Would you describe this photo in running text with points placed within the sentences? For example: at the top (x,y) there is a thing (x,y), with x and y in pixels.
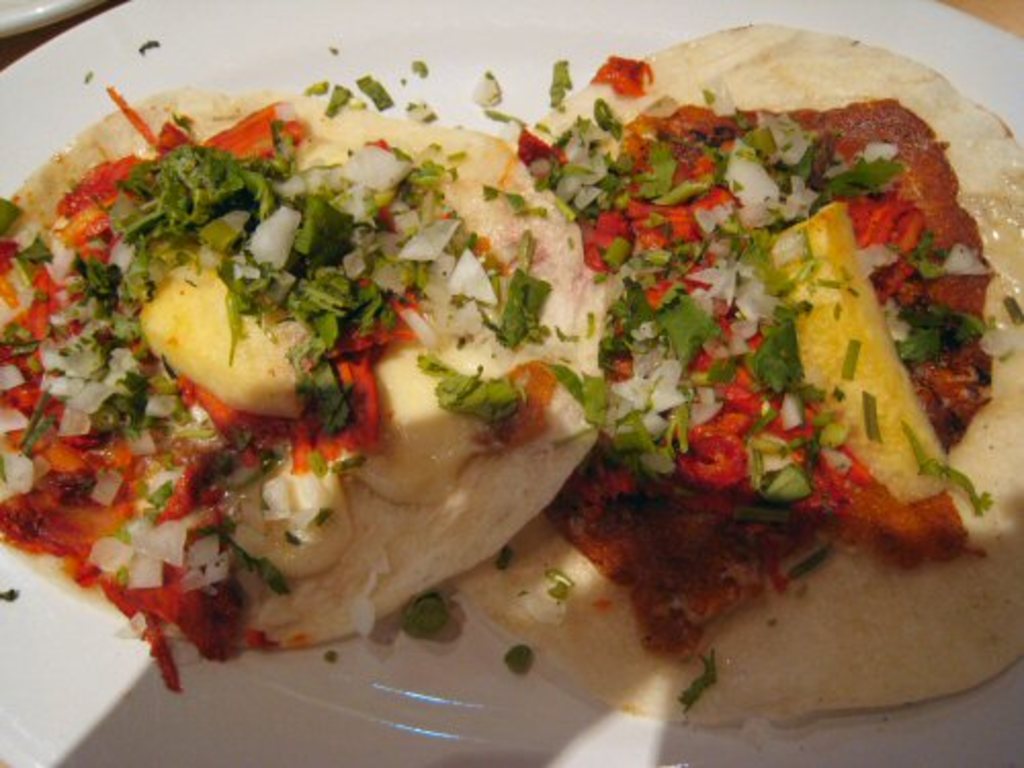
In the image we can see the plate (348,26), white in color. On the plate (456,45) we can see food item (585,489) and chopped onions (161,545), and leaves (235,281).
